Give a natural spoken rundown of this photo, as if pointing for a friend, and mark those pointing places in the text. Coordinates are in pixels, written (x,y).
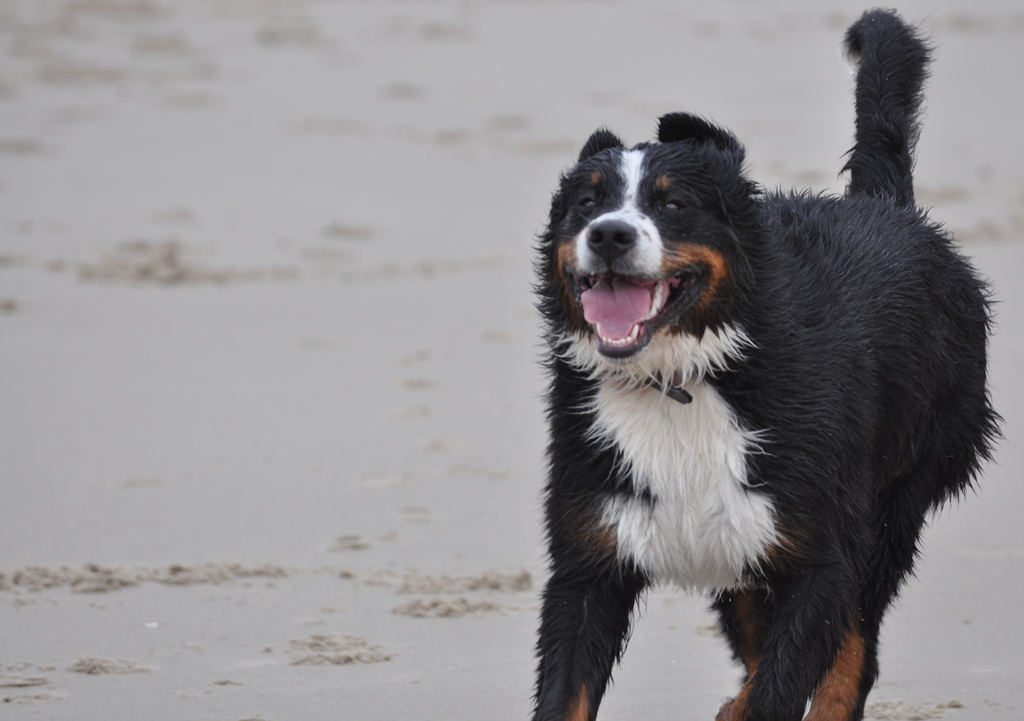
In this image we can see a dog (699,536) standing on the ground (942,539).
